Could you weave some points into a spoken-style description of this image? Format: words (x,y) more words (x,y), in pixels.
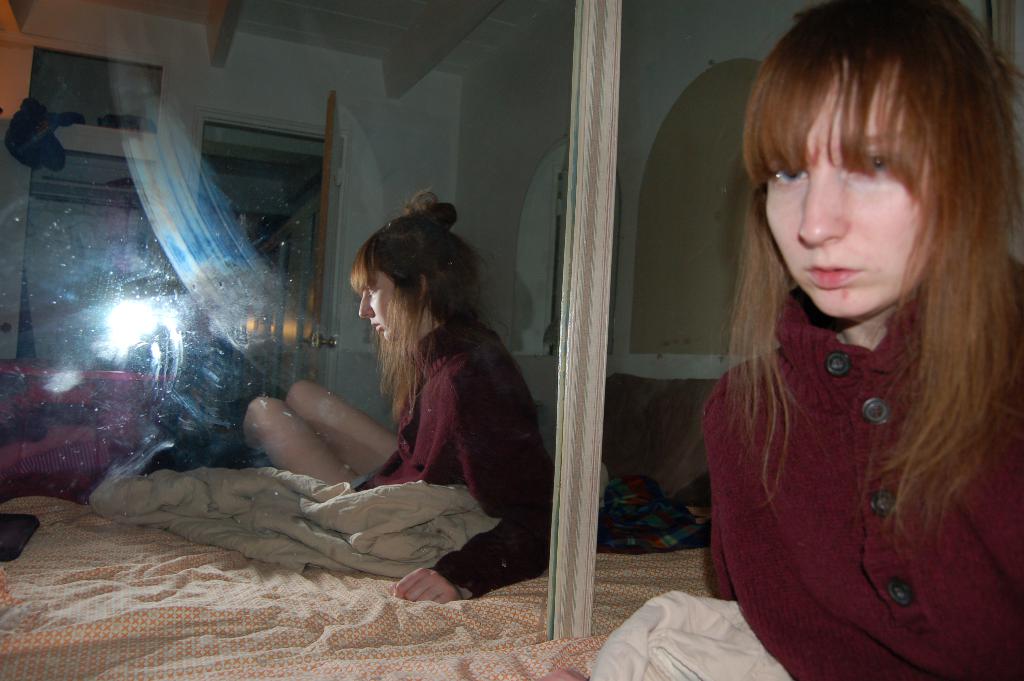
This woman (920,419) in red jacket (883,545) is highlighted in this picture. Beside this woman (780,398) there is a mirror (382,517). In this mirror (505,340) there is a reflection (505,358) of this woman (475,395). This is a bed (263,593) with bed-sheet (294,586).
